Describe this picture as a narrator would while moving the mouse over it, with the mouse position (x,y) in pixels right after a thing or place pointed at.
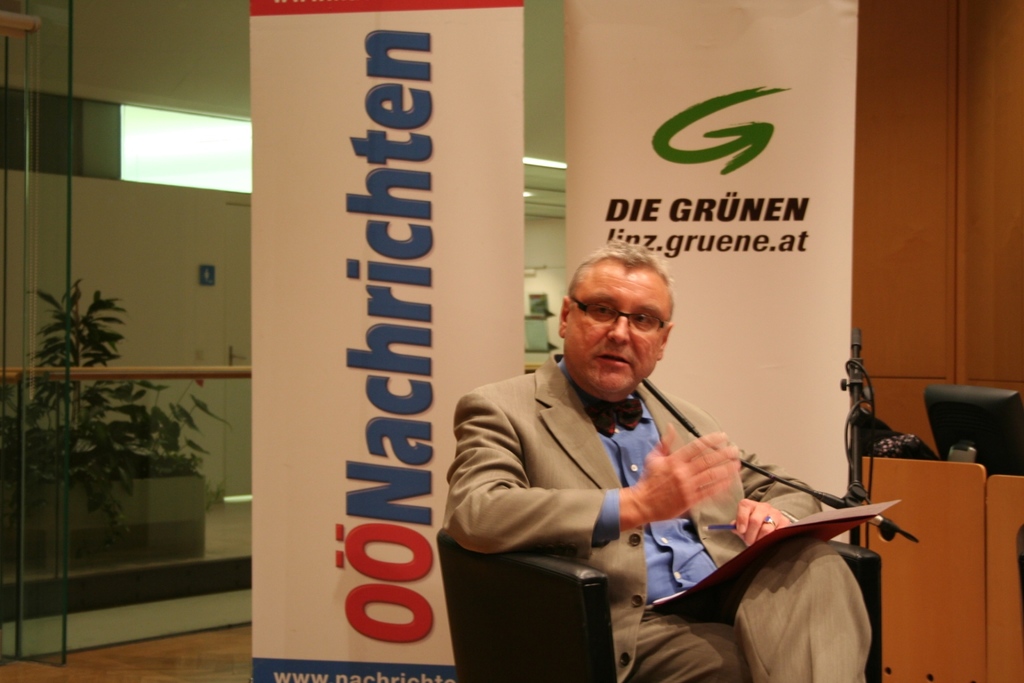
This is the man (651,548) sitting on the chair (533,603). He wore a suit (544,465), shirt (616,460) and trouser (788,625). This looks like a mike (671,407) with the mike stand (853,485). These are the banners (477,108). I think this is the table (947,481) with a monitor (992,474) on it. I can see a glass door (45,476). I can see a houseplant (120,446) behind the glass door (167,479). This is the door (224,357) with a door handle (228,348).
